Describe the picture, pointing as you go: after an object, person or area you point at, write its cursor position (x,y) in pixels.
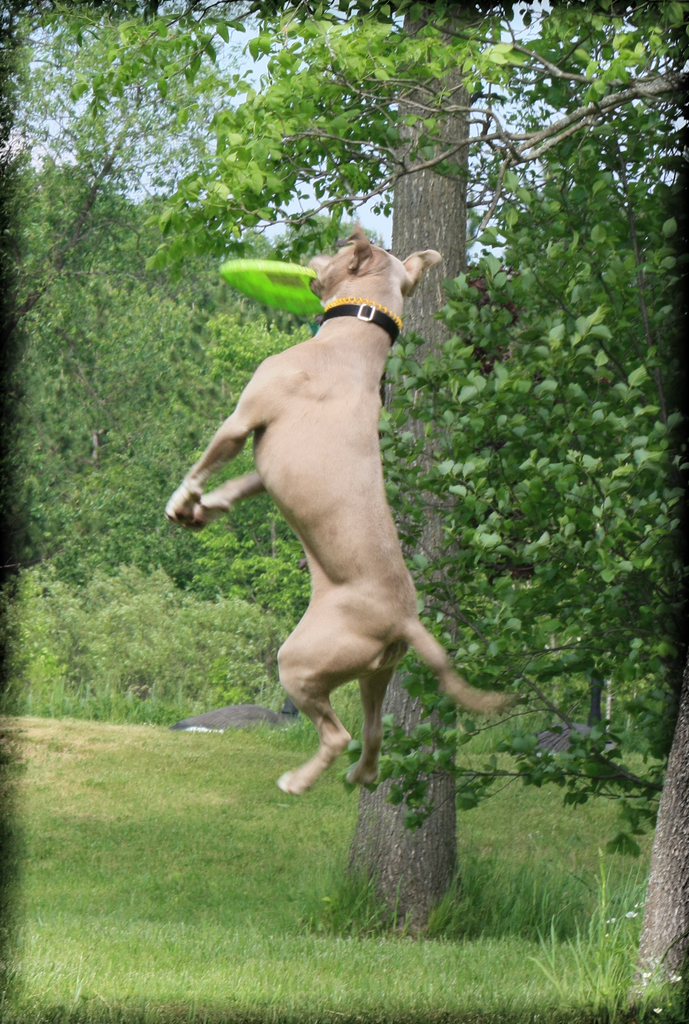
In the middle (340,392) I can see a dog (499,707) is holding a disc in mouth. In the background (288,344) I can see grass (490,799), trees (178,365) and the sky (148,71). This image is taken in a park (228,671) during a day.
